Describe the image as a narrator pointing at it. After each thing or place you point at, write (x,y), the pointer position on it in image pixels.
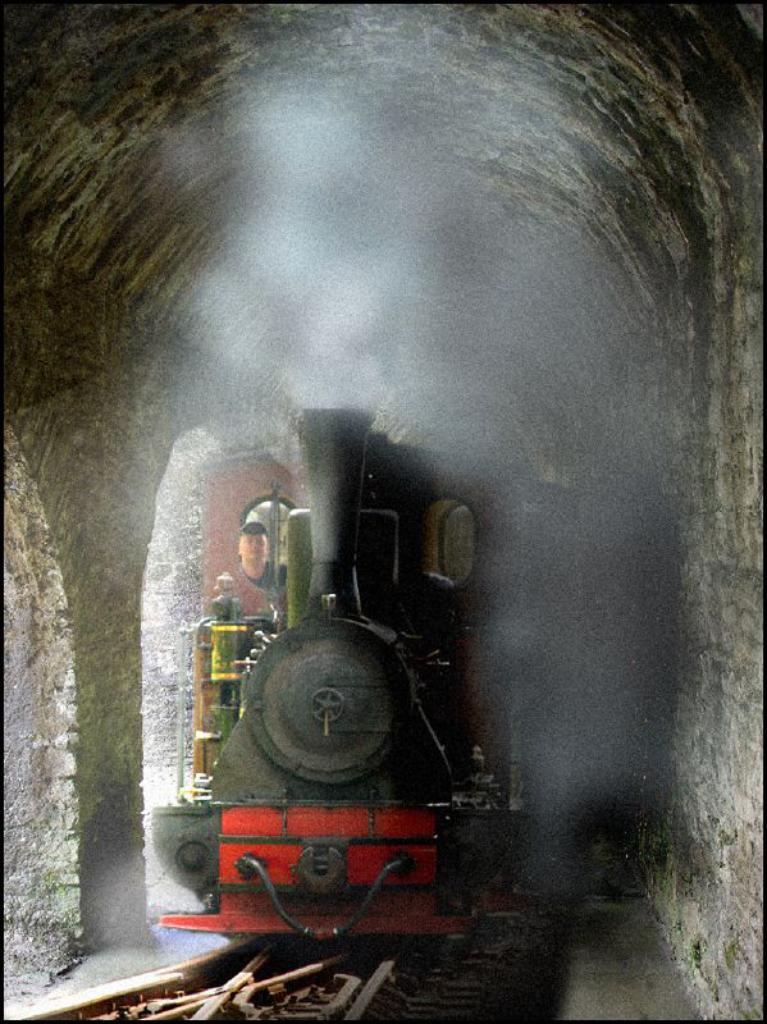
In this image we can see a person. There is a train (202,665) and a railway track (232,1003) in the image. There is a tunnel (753,952) in the image.
